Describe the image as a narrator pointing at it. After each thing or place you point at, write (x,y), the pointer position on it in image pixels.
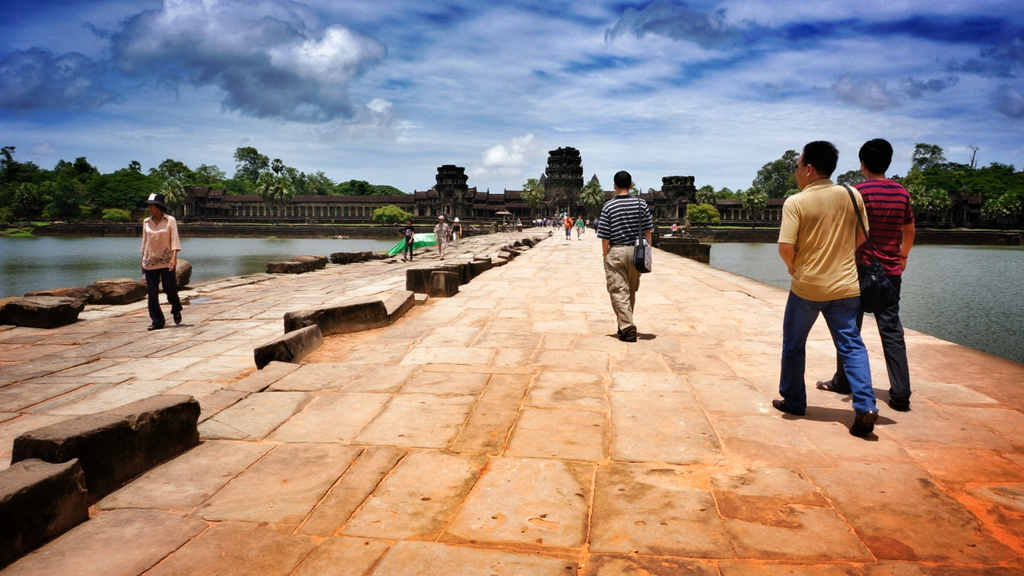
In this image we can see few persons (603,217) on the floor (576,393). Here we can see water (203,266), trees (233,182), and fort (749,212). In the background (633,163) there is sky (731,135) with clouds (890,121).
